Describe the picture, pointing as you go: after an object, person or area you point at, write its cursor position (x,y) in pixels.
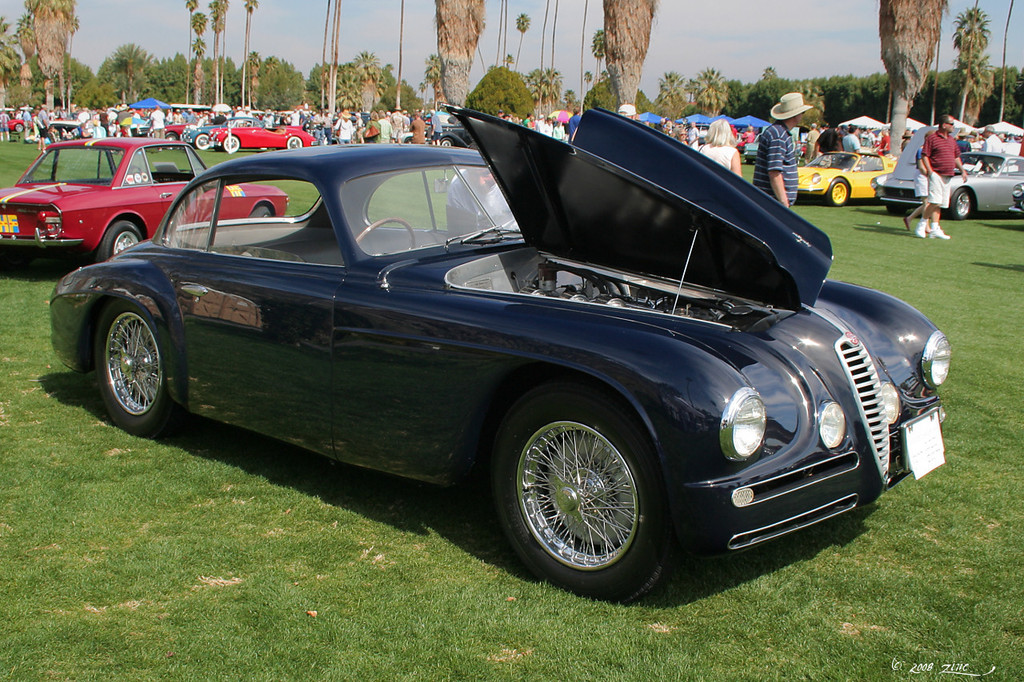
In this image I can see few vehicles (524,248) which are in different color. These vehicles (436,231) are on the ground (271,491). To the side of the vehicles (584,182) I can see the group of people (320,125) are standing with different color dresses (788,156) and few people (773,151) with the hats (776,109). In the background (520,84) there are many trees (488,109) and the sky (574,30).
